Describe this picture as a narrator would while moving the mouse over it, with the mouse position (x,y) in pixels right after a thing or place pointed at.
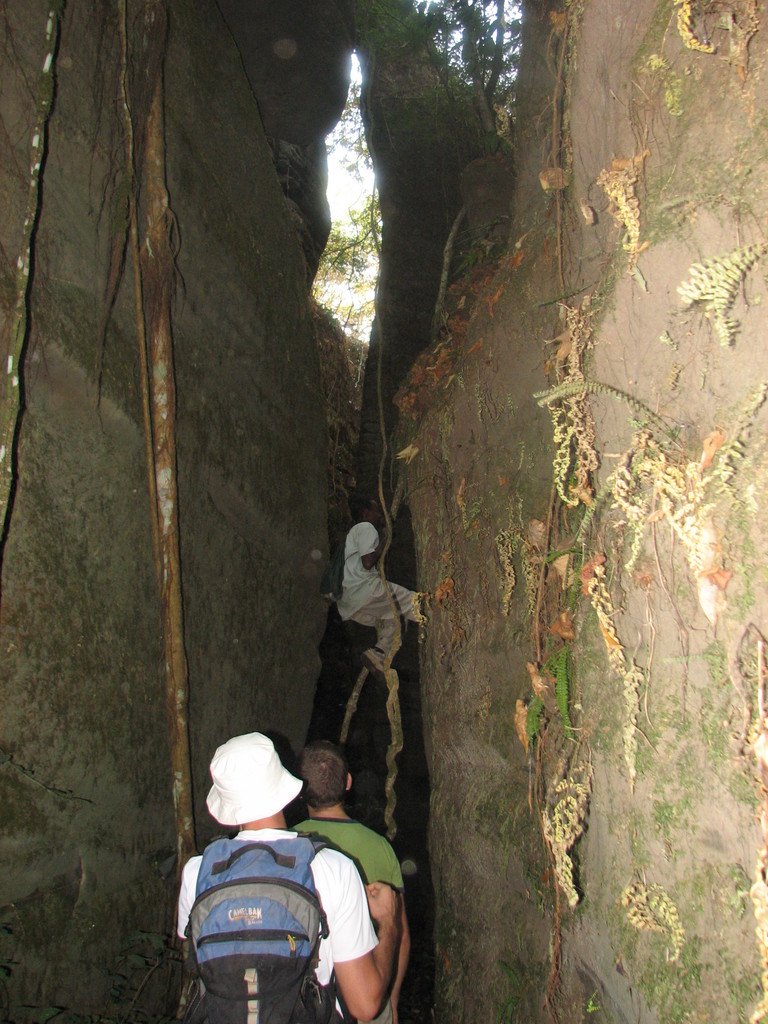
There are two people (324,872) standing. one person (315,875) is wearing white cap (253,792) and a backpack bag (235,931). Here is another person (371,515) holding the creeper (394,504) and climbing. This looks like mountains (546,468). At background (369,270) I can see trees (361,140) with branches (492,69). These look like long creepers (151,132).
